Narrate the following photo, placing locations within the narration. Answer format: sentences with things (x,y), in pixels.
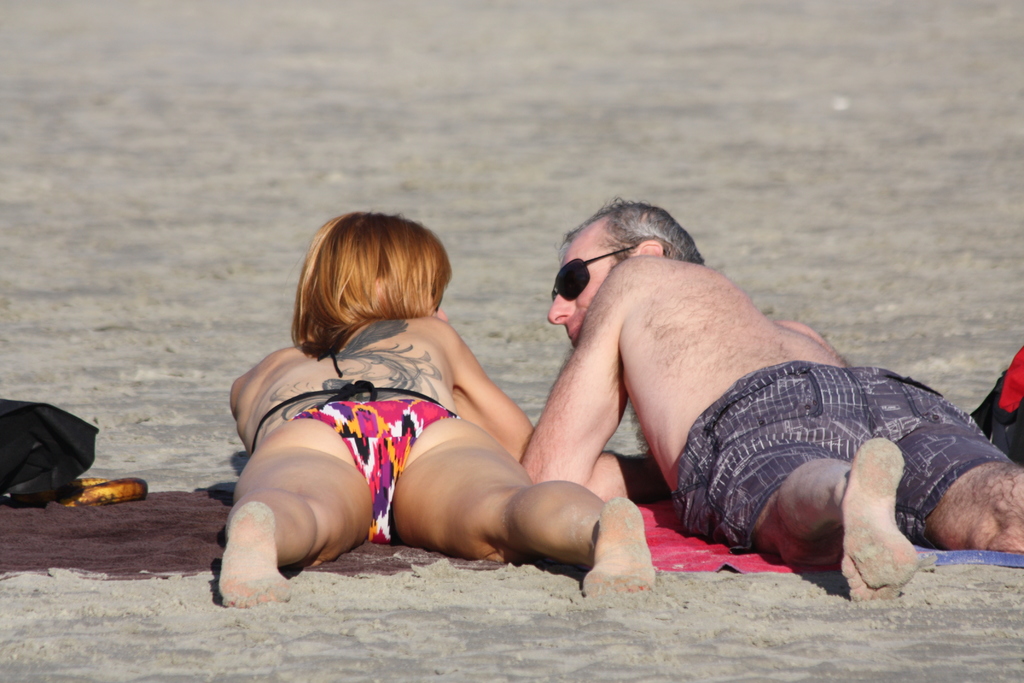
In this picture, there is a woman (406,251) and a man (738,509) lying on the cloth (78,531) which is placed on the ground (764,645). Both of them are facing backwards. Towards the left (24,415), there is a bag (13,443).
